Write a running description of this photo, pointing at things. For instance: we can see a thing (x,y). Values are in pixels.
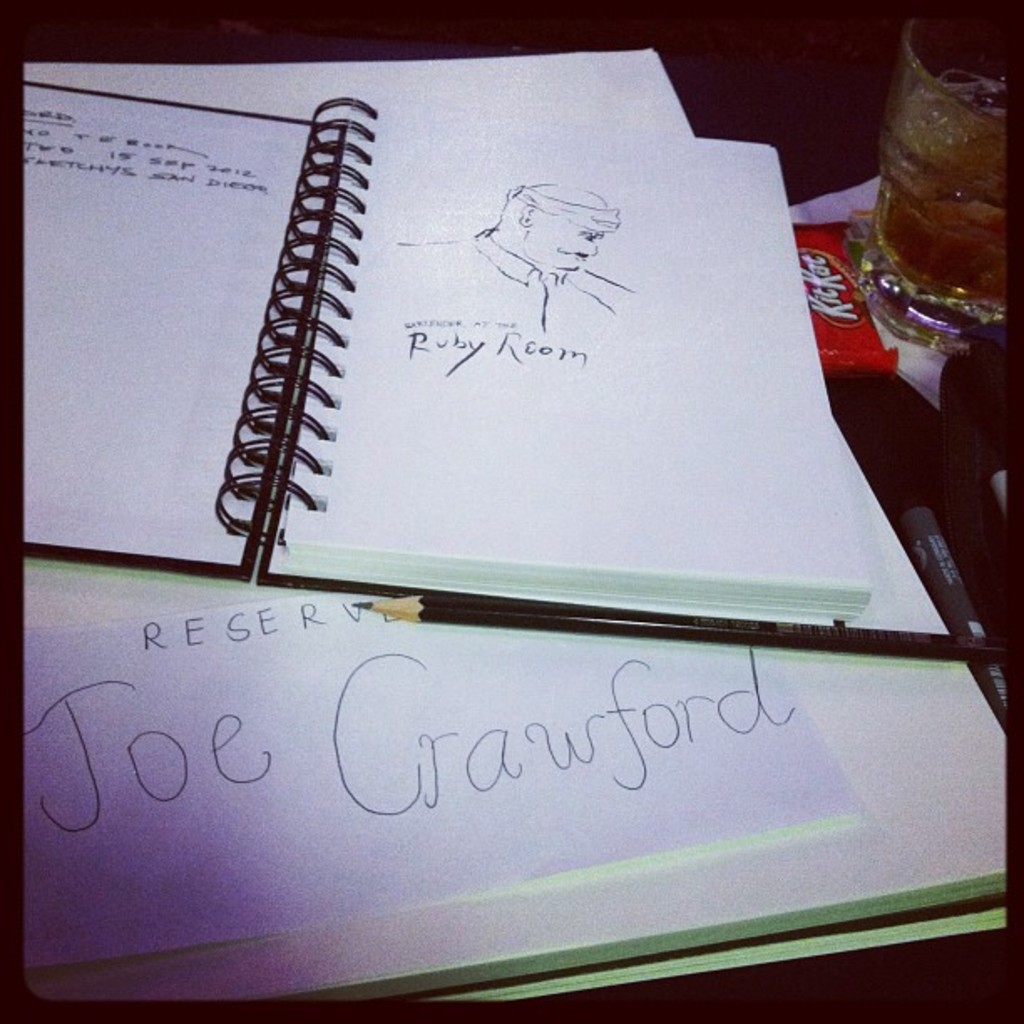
In this image in the front (336,547) there are books (569,637) with some text (198,620) and drawings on it. On the right side (825,311) there is an object (828,317) which is red and white in colour and there is a glass (987,181) and there is a pencil (471,620) on the book (615,647) which is in the front (690,630).
